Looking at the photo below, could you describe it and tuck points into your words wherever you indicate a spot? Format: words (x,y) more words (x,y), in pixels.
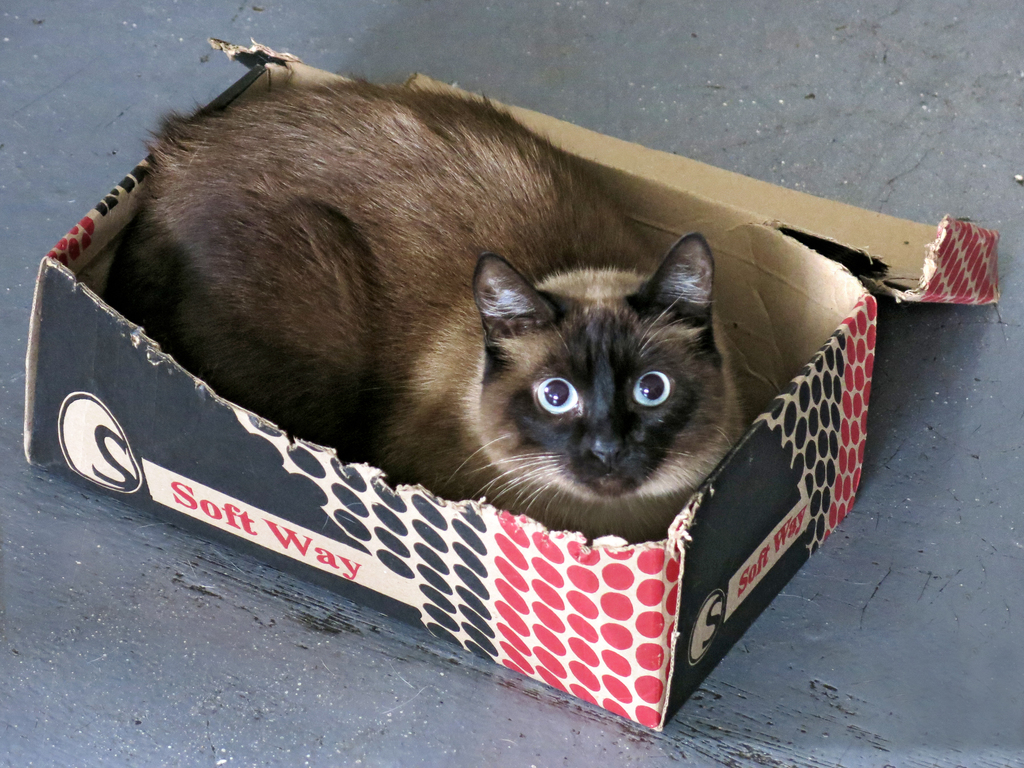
In the image we can see a box (150,160). In the box (715,243) there is a cat (314,198).
